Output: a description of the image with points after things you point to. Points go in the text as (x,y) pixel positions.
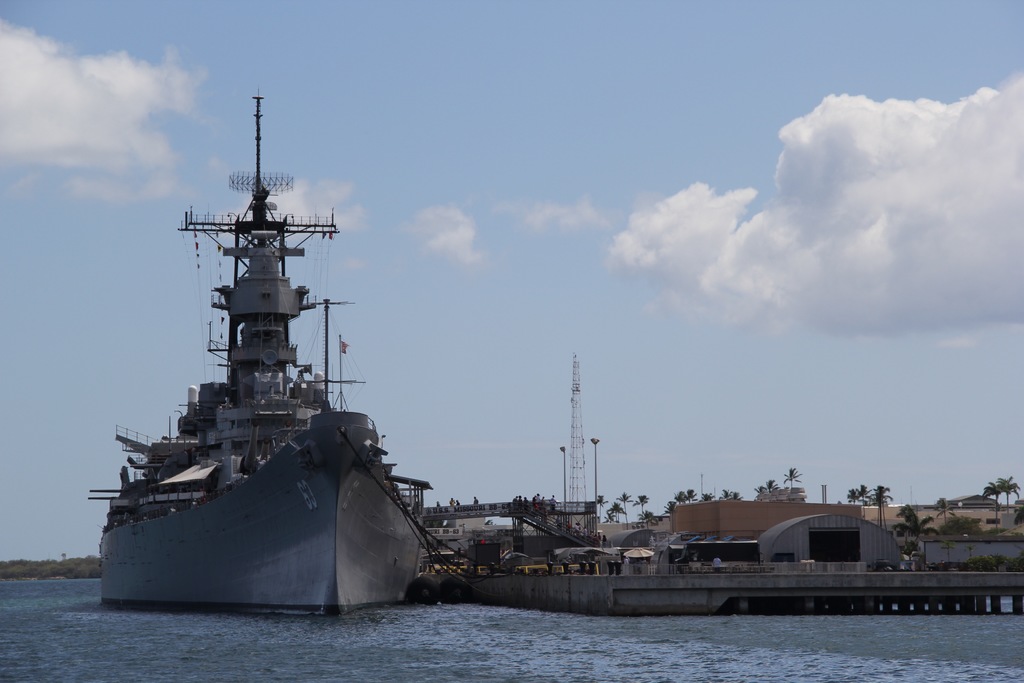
This picture is clicked outside the city. On the left (299,419) there is a ship (231,560) in the water body (311,676). In the center (593,445) we can see the stairs (557,525), group of persons (541,504), metal rods (518,522), trees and many other objects (812,530). In the background (638,319) there is a sky (708,327) with some clouds (784,211).
